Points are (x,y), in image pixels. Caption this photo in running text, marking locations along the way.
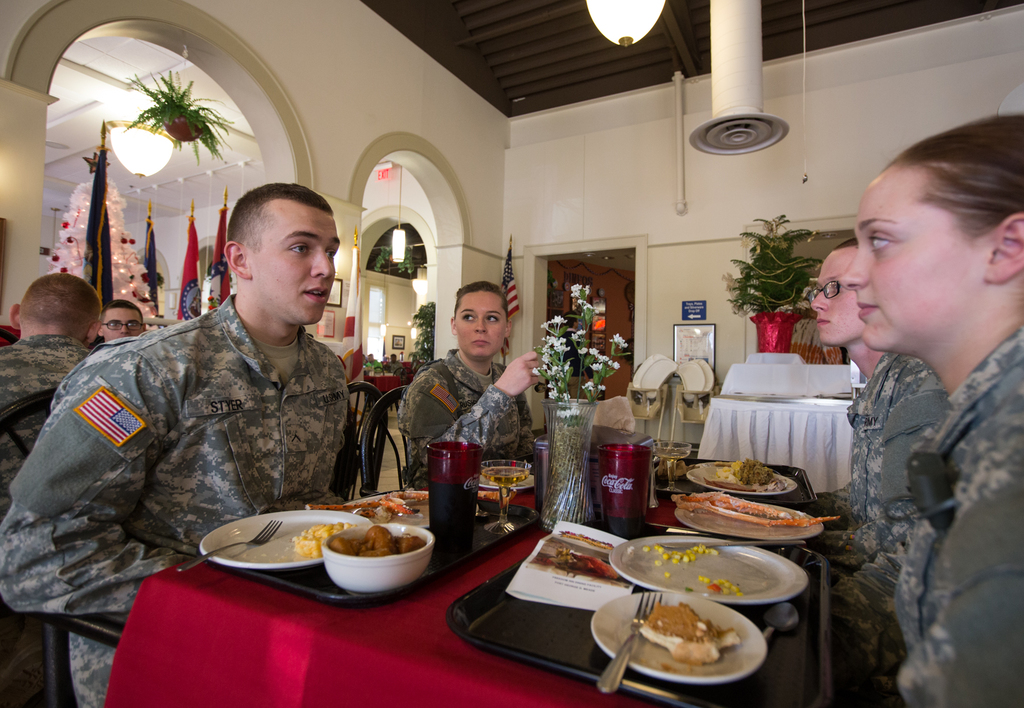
In this image we can see people (215,411) sitting on chairs (385,436). In front of them there is a table (277,608) on which there are glasses (618,452), food items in bowls (422,551) and plates (604,625). In the background of the image (510,262) there is a flag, wall (456,285), arch (455,224). At the top of the image (551,65) there is ceiling (520,60) with light (614,31). To the left side of the image (51,292) there are people (70,285) sitting on chairs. There are flags (152,284).
